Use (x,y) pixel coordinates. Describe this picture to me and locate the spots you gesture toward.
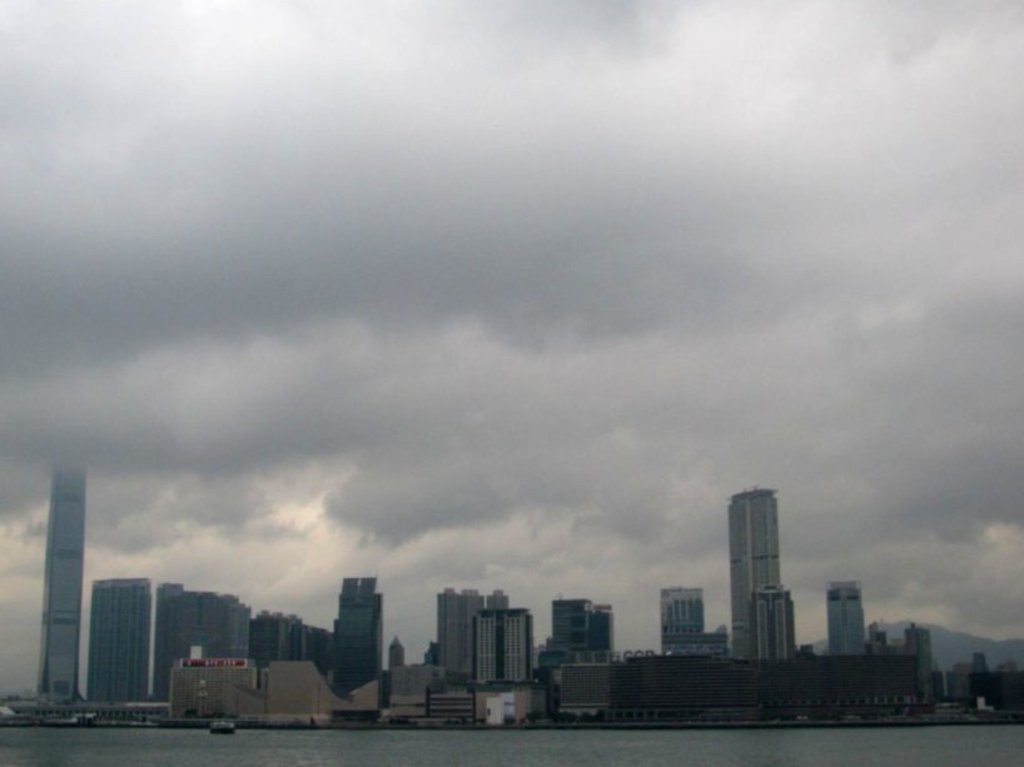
In this image, we can see buildings (510,613). At the bottom (651,745), there is water (484,740) and at the top (409,214), there are clouds (420,257) in the sky (501,263).
